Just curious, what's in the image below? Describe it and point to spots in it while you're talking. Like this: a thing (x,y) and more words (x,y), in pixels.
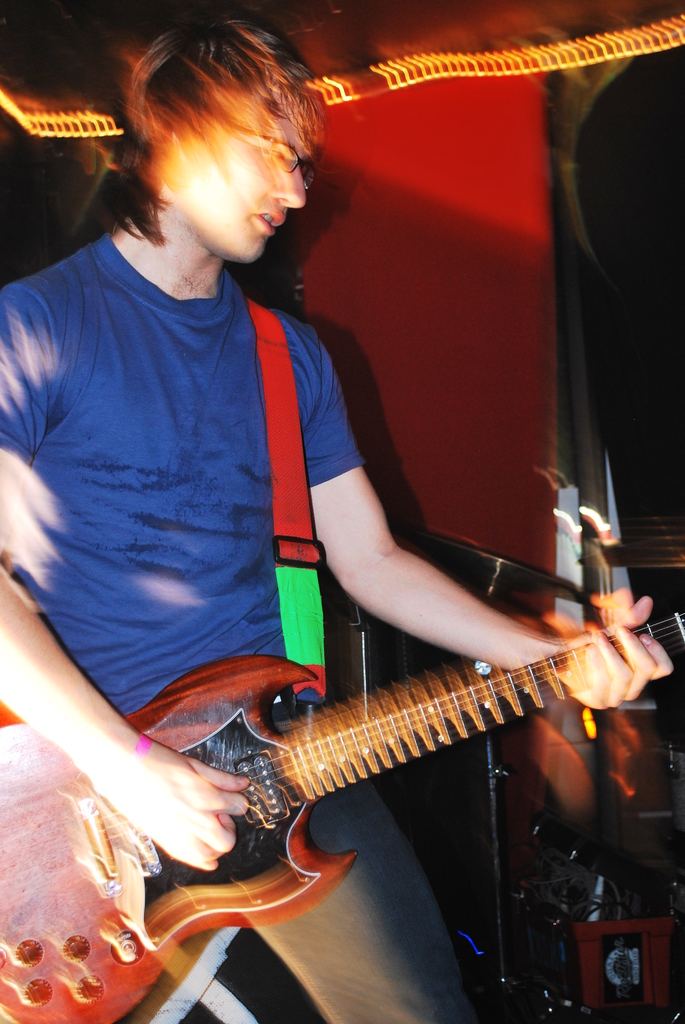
This person (7,391) standing and holding guitar (233,883). This is drum plate (520,590).
